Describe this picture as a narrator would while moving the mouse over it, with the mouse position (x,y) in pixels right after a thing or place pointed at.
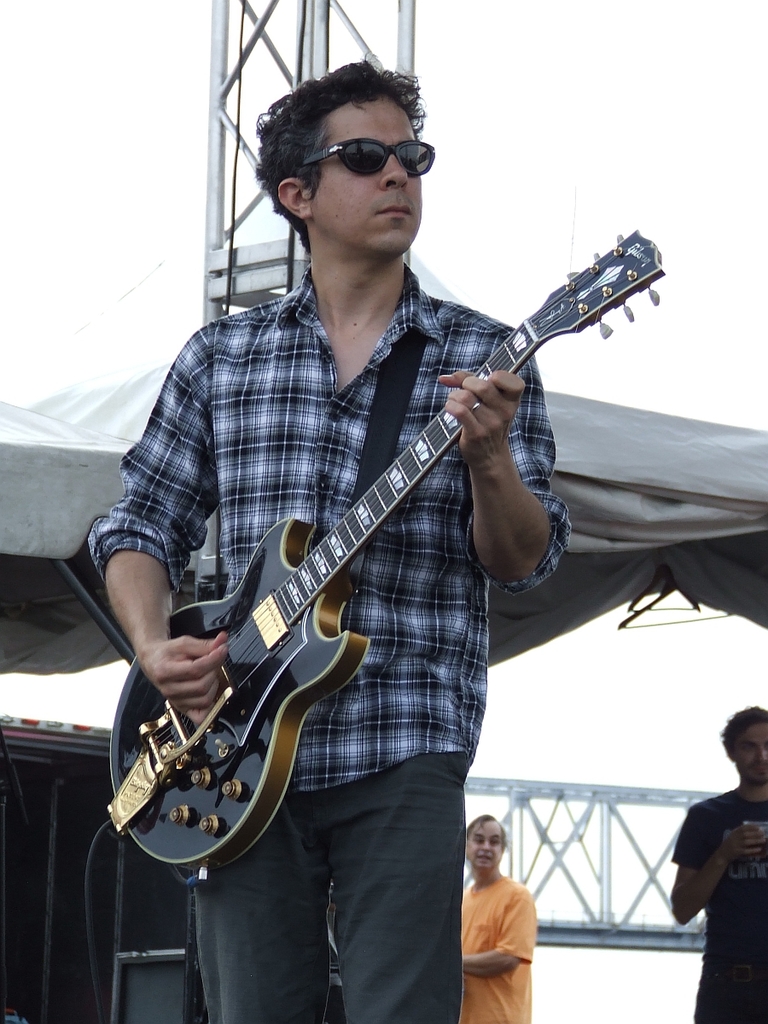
In this image I see a man (354,840) who is holding the guitar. In the background (52,540) I see the tent (60,545) and 2 men (485,1015) standing over here.
